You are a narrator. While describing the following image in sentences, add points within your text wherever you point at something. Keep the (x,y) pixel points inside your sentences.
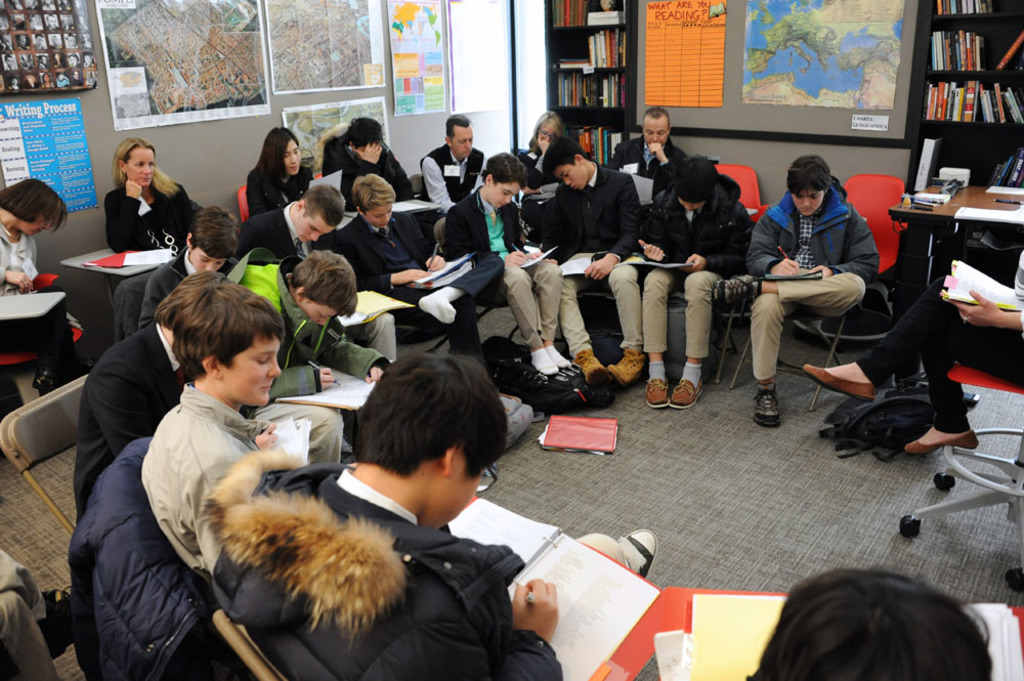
In this image, we can see many people (35,200) sitting on the chairs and are holding books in their hands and some are wearing coats (362,527). In the background (196,56), there are posters (325,72), boards (417,86) are placed on the wall (642,36) and we can see books (959,43) in the shelves (581,38) and there are some objects (926,200) on the table (949,214). At the bottom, there are some other books (593,435) on the floor (667,469).
